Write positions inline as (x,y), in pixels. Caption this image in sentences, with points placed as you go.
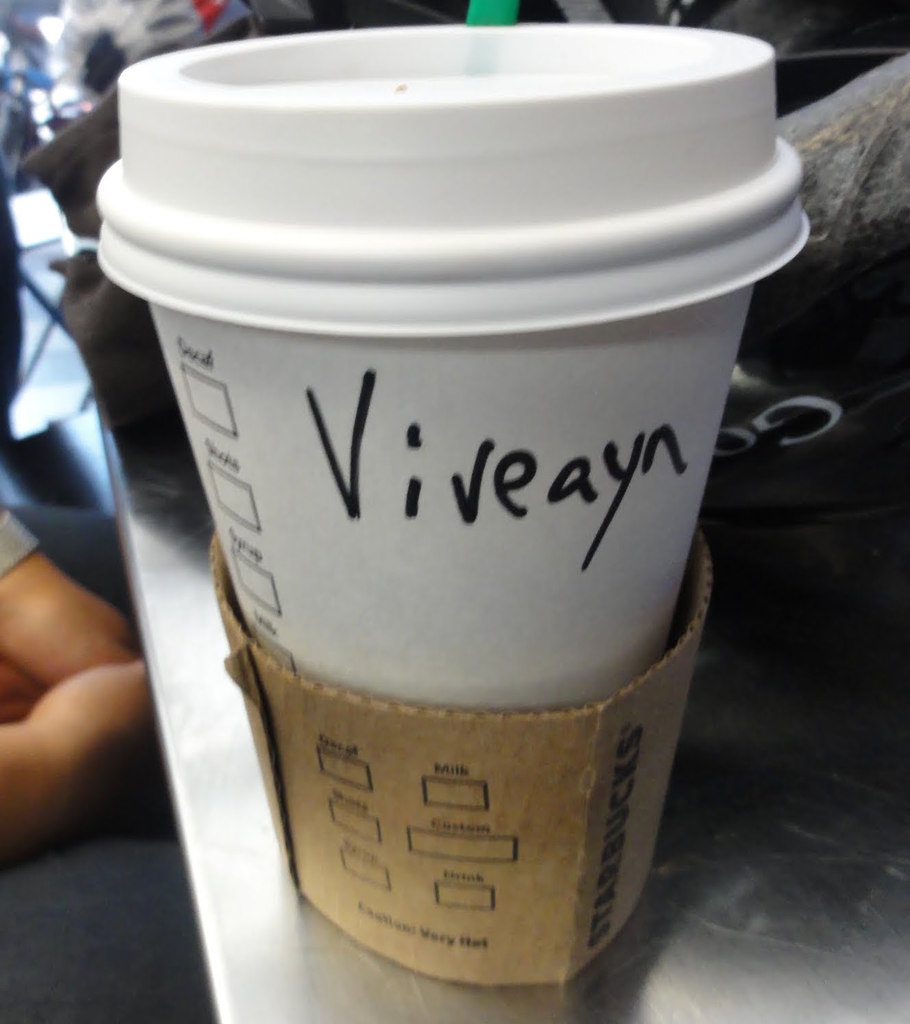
In this image, we can see a cup (393,433) with lid (333,139). There is some text (468,875) on the cup (465,197). Here we can see brown color sheet (440,875). This is placed on the silver surface (236,905). On the left side of the image (26,699), we can see human hands (74,666). Background (904,313) we can see some objects (835,450).
